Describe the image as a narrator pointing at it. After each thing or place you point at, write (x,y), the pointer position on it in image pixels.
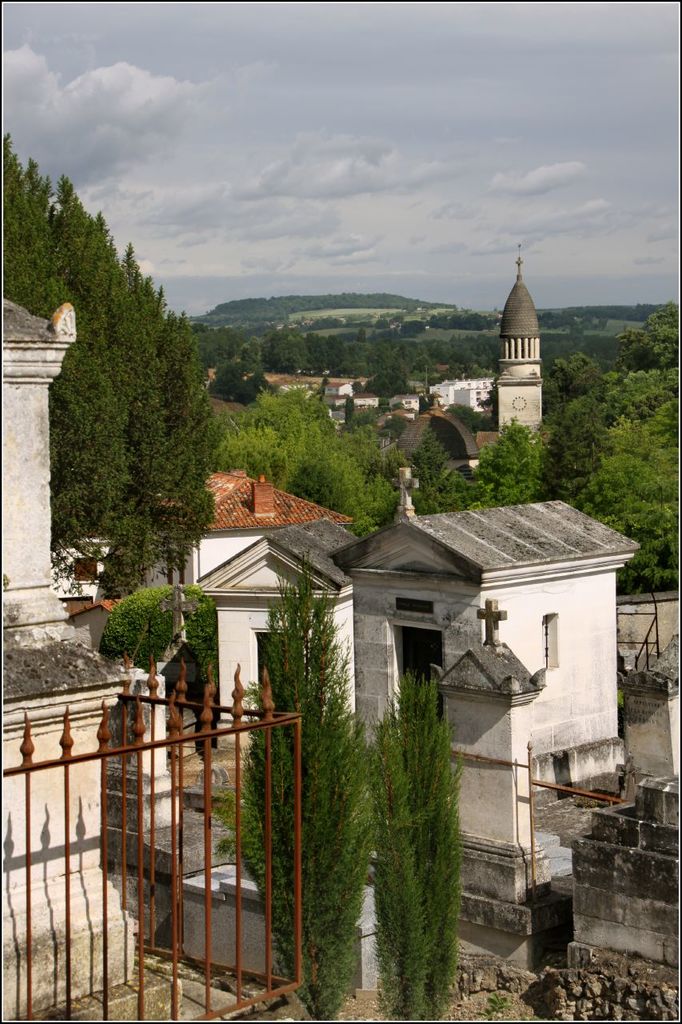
In this picture we can see the buildings (335,410), trees (324,415) and a hill (370,310). At the top of the image (408,233), there is the cloudy sky (288,160). At the bottom of the image (298,859), there is an iron grille (154,885).
